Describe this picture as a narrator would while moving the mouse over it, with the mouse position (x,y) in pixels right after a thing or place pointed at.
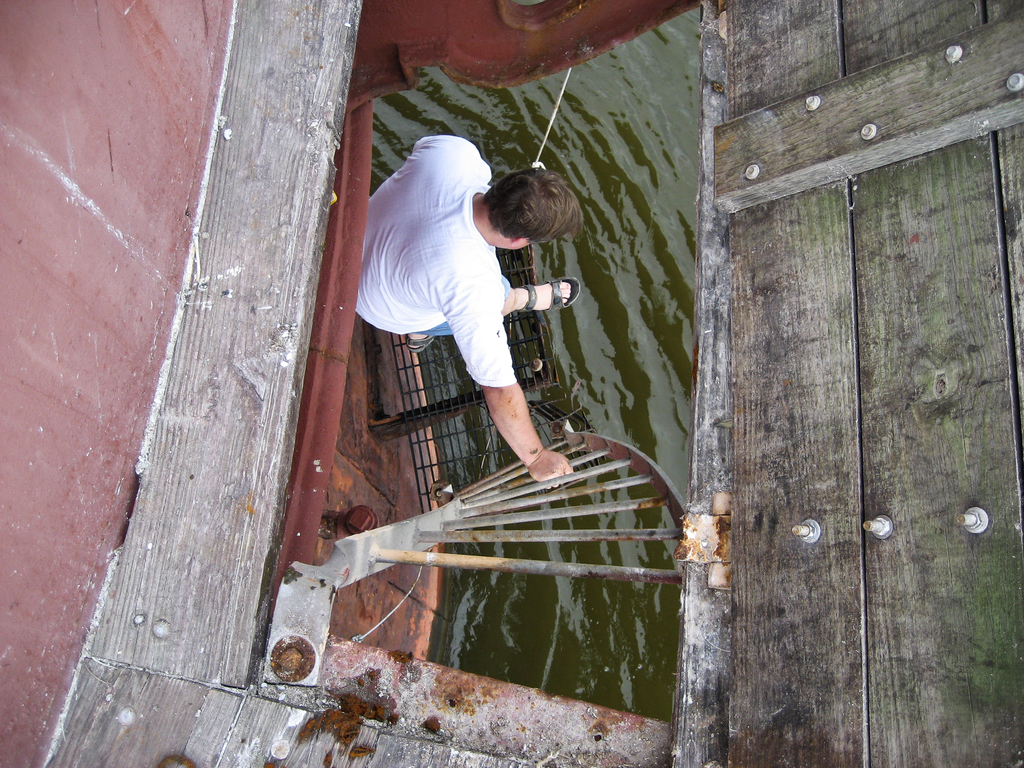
In the middle (395,284) I can see a person (480,331) on the steps (588,434), fence (430,460) and a wall (19,2). In the background (665,558) I can see water (660,449) and a wooden fence (857,415). This image is taken may be during a day.
